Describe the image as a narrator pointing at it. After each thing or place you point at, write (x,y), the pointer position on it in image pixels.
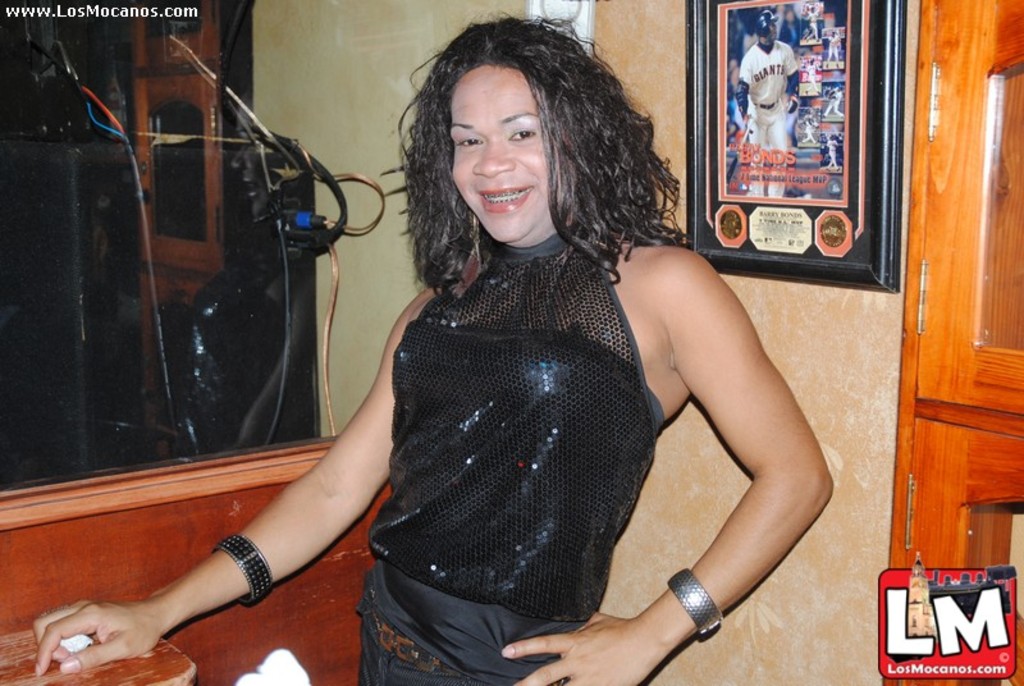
In this picture we can see a woman (490,341) wearing black dress (456,478), standing in the front (451,560) and giving a pose to the camera. Behind we can see glass (262,267) and a wooden door (935,179).
